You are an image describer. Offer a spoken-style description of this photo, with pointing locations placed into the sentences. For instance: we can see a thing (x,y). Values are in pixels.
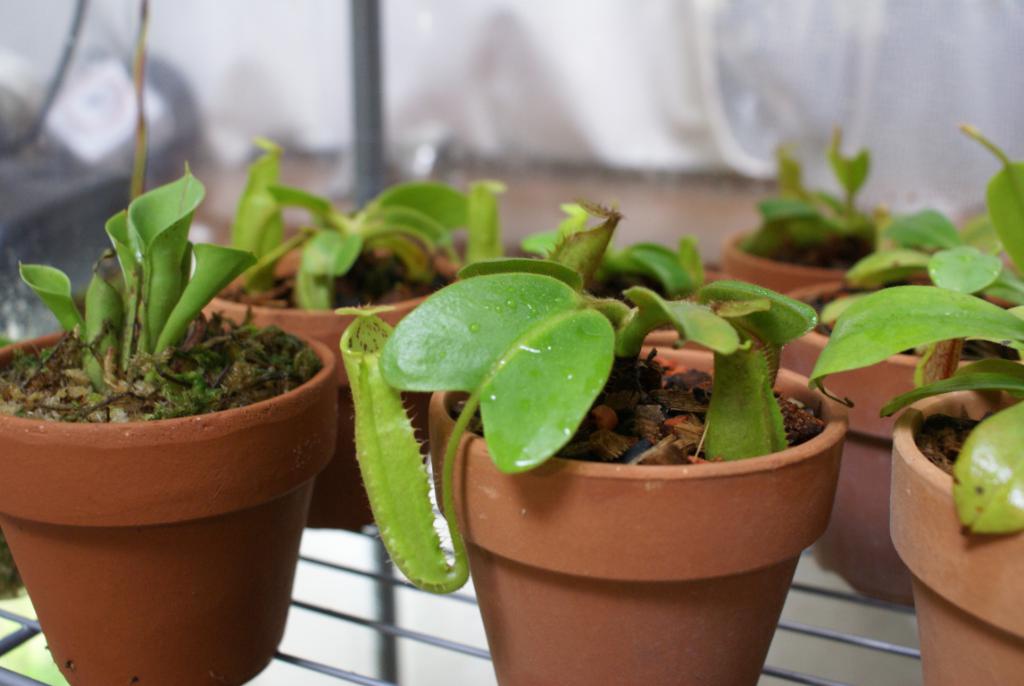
In this image I see brown color pots (948,523) on which there are plants (959,338) which are of green in color and these pots (186,675) are on the black color rods (392,619) and it is blurred in the background (380,159) and I see another black color rod (357,117) over here.
